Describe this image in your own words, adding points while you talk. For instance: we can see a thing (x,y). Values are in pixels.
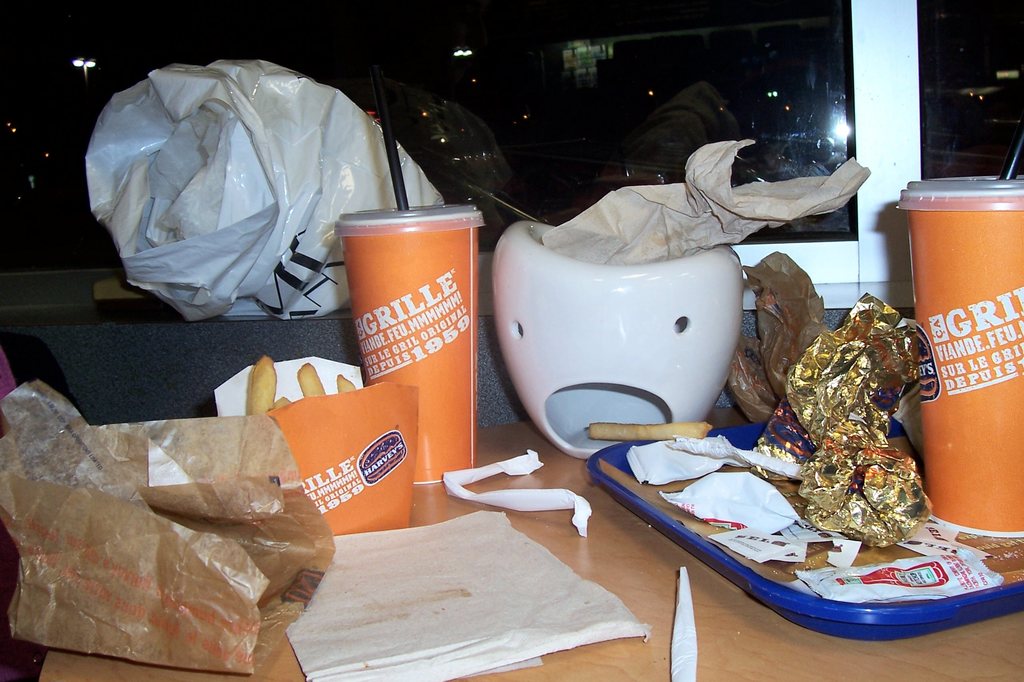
In this image there are objects (399,576) on the surface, there is an object (972,354) truncated towards the right of the image (976,282), there is an object (74,497) truncated towards the left of the image (54,546), there is a wall (147,348), there are objects (154,281) on the wall (154,328), there is a window (378,56) truncated.
